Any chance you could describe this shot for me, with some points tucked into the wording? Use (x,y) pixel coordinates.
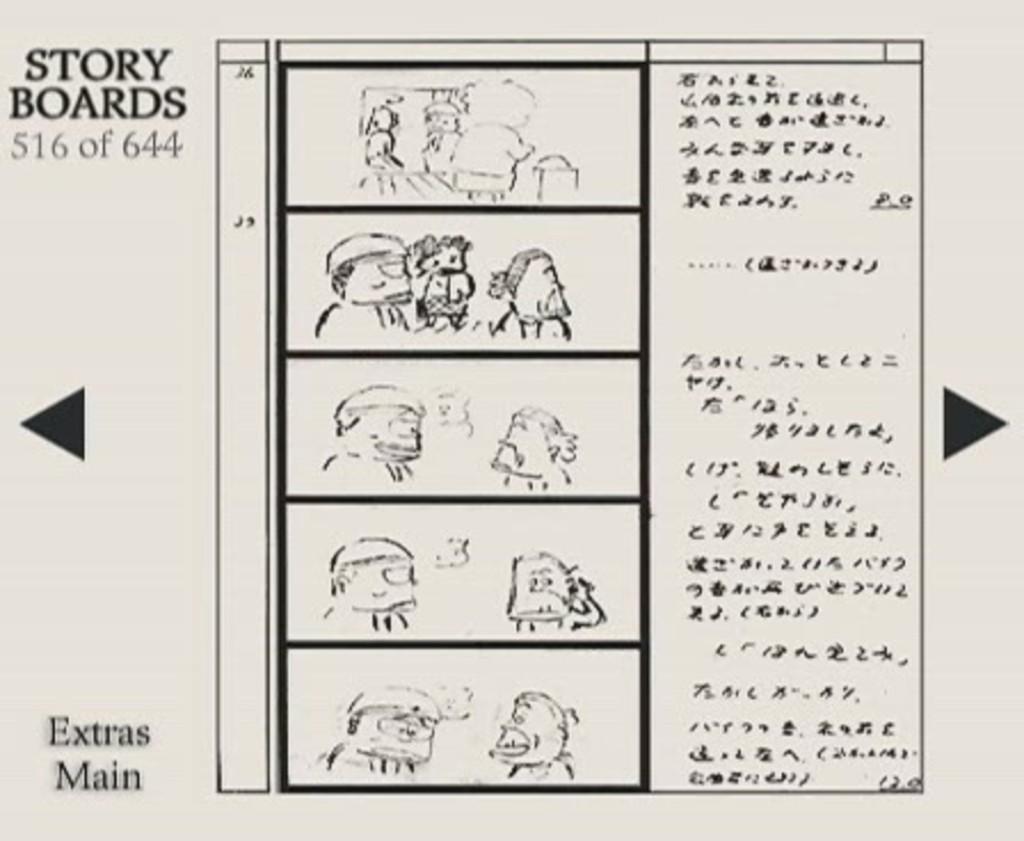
In this image I can see the paper (416,548). On the paper (385,589) I can see the printed text (796,427) and few images (473,405) which are in black color.
